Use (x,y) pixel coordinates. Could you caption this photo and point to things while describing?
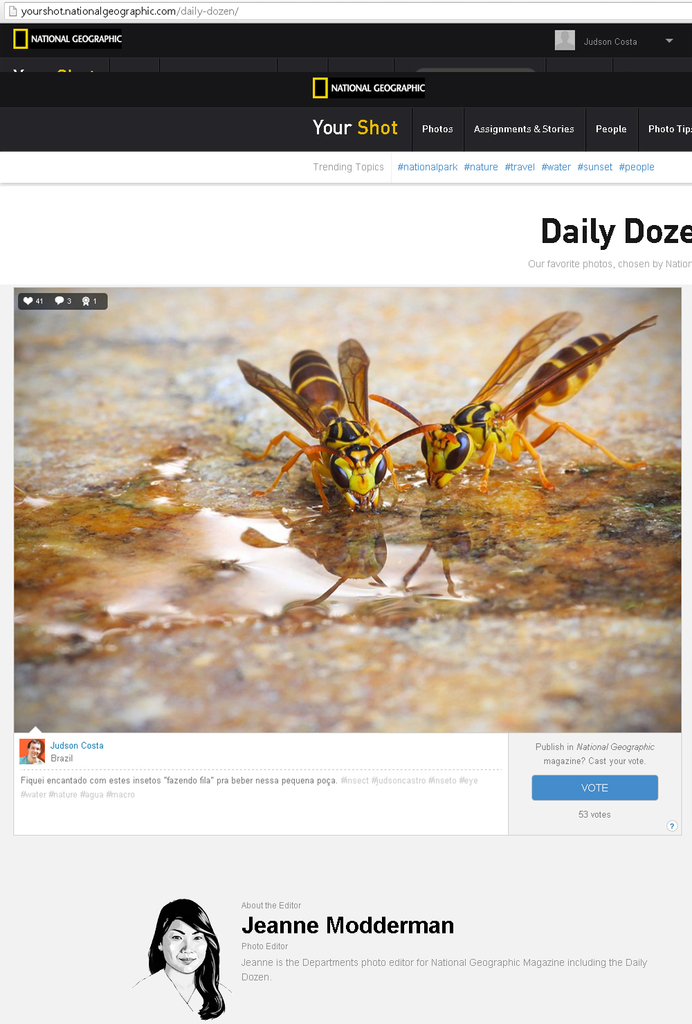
In this picture I can see the webpage (404,429). I can see the image of insects (364,488) and texts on it.
